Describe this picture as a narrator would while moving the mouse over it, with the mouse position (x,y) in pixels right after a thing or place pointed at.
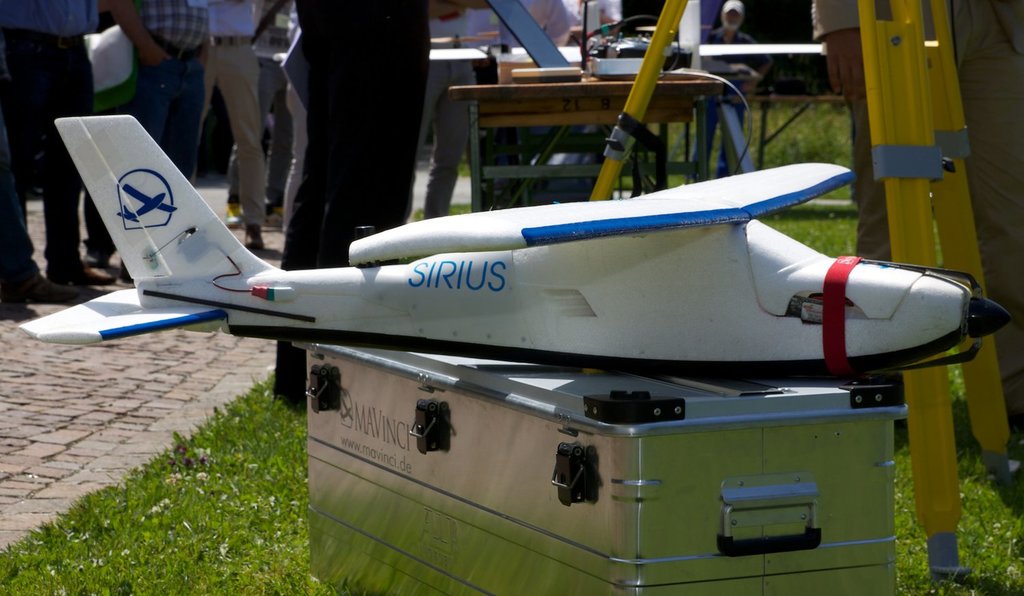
In the image we can see there is an aeroplane toy (657,261) kept on the iron box (454,454) and there are tables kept on the ground (224,551). The ground (183,521) is covered with grass (242,490) and behind there are other people (243,111) standing on the footpath (37,454).
